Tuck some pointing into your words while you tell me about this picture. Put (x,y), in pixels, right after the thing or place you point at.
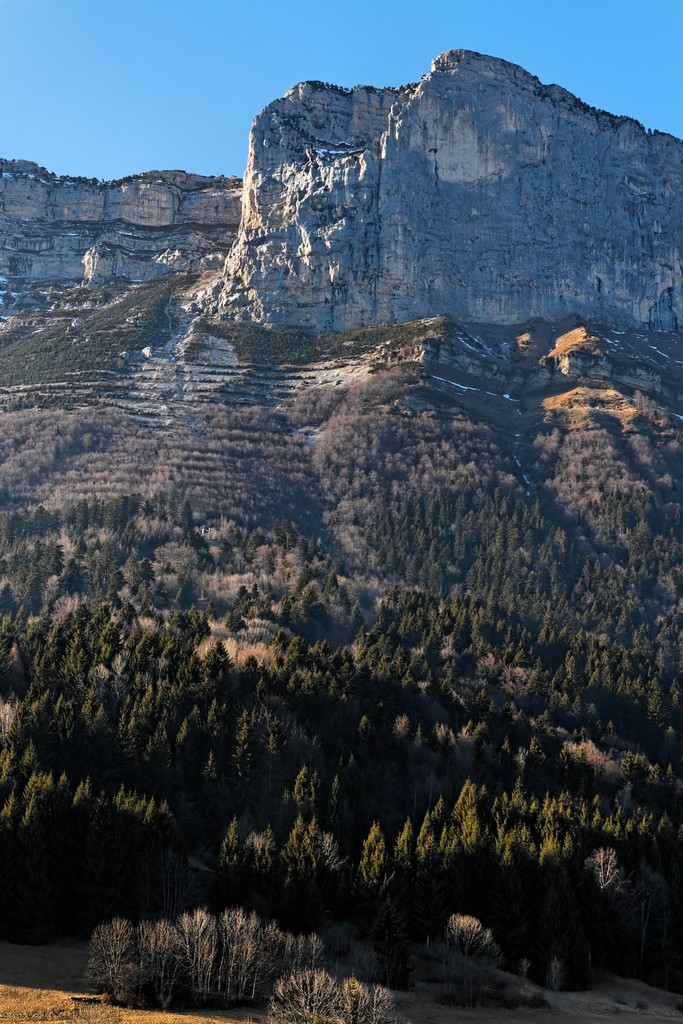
In this image there are trees (30,360), hills (65,201), sky (148,103).
